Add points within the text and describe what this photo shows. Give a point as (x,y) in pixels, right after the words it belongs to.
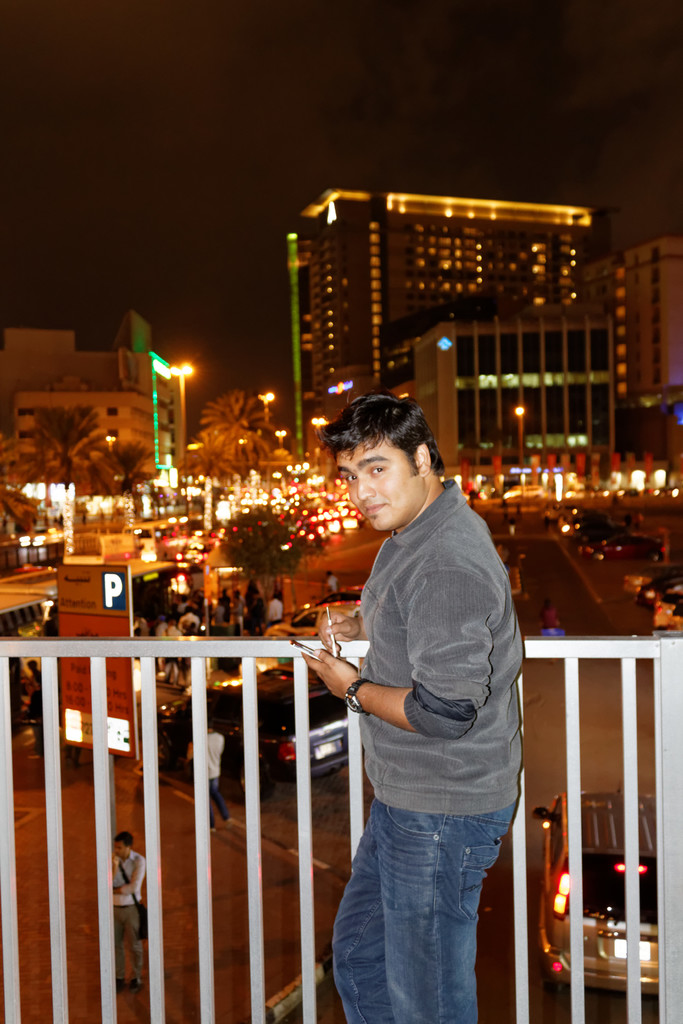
In this image, there are a few people (444,992), vehicles (228,722), buildings (455,285), trees (261,531) and lights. We can see the fence (682,643) and the ground (503,532) with some objects (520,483). We can also see a board (98,582) with some text (107,584). We can see the sky (242,112).
